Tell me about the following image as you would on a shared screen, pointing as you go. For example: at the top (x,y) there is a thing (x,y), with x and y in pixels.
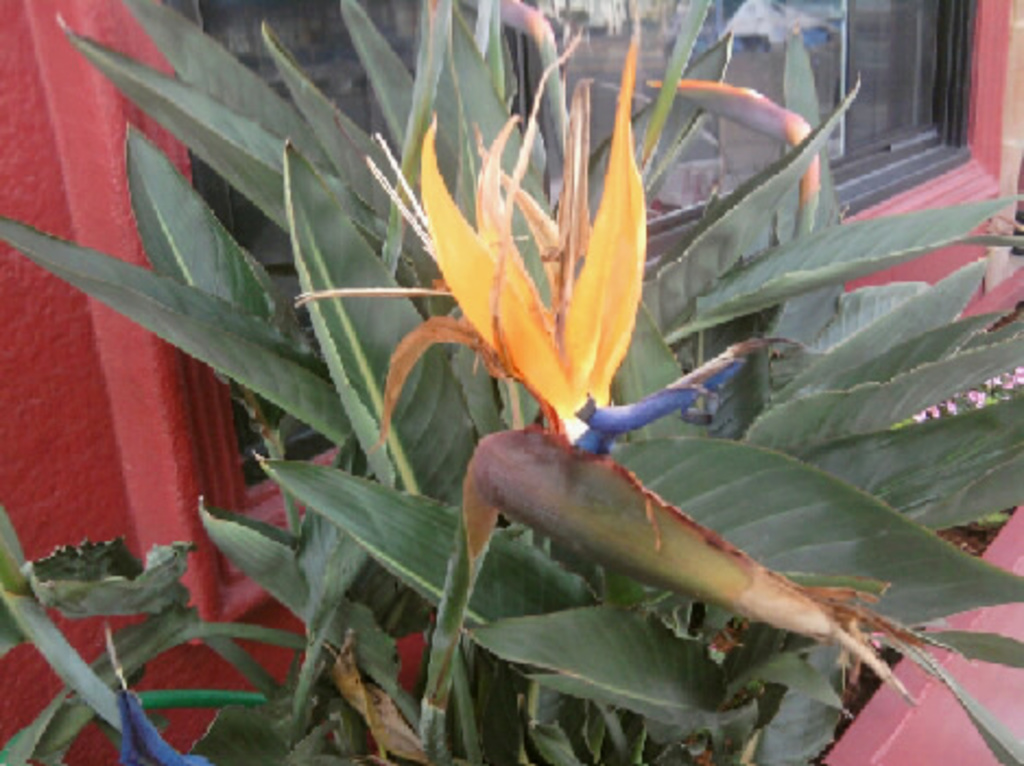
There are plants (435,337) in the foreground area of the image (393,317) and there are glass windows (839,93) in the background area (526,73).
